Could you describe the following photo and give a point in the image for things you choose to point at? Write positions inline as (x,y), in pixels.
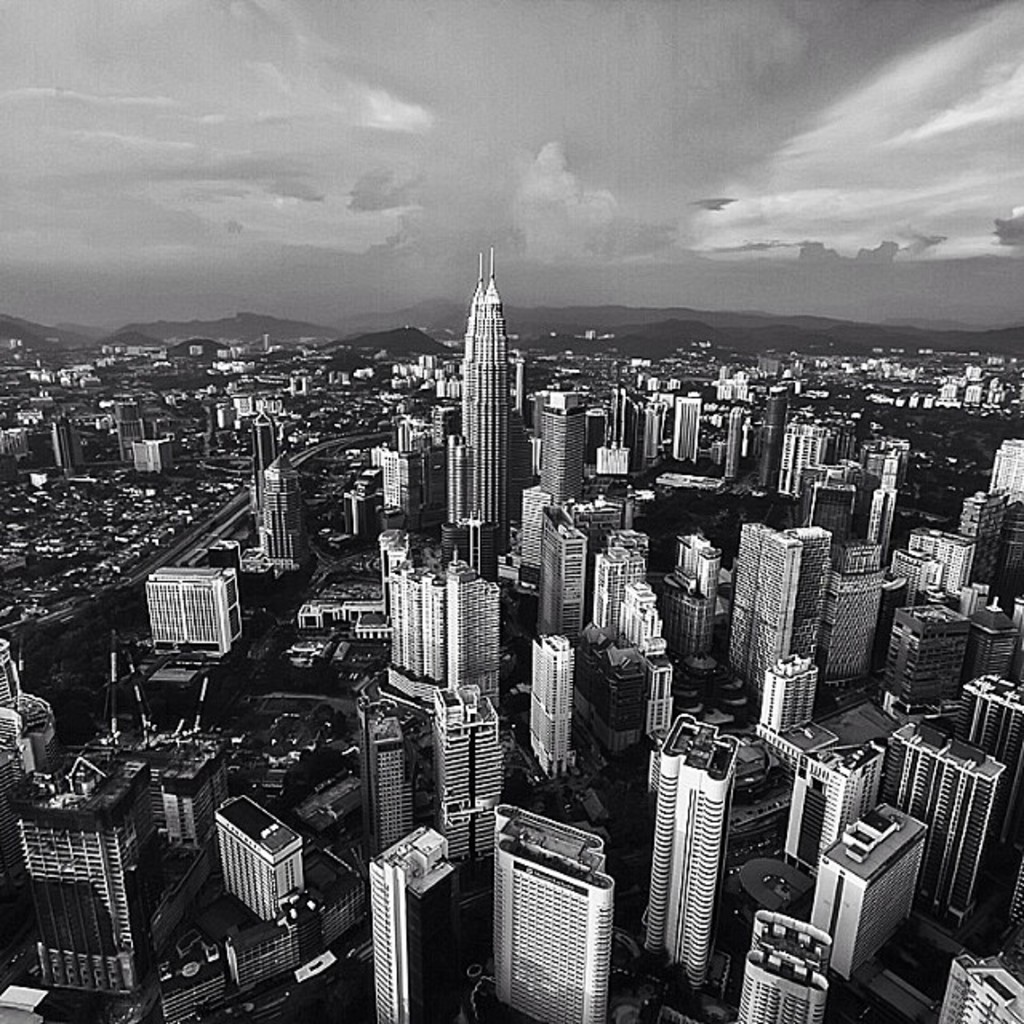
In this picture we can observe a city (476,552) with large numbers of tall buildings (473,621). We can observe a tall building (490,393) here. In the background (504,307) there are hills (581,335) and a sky (546,133) with clouds (552,202).
